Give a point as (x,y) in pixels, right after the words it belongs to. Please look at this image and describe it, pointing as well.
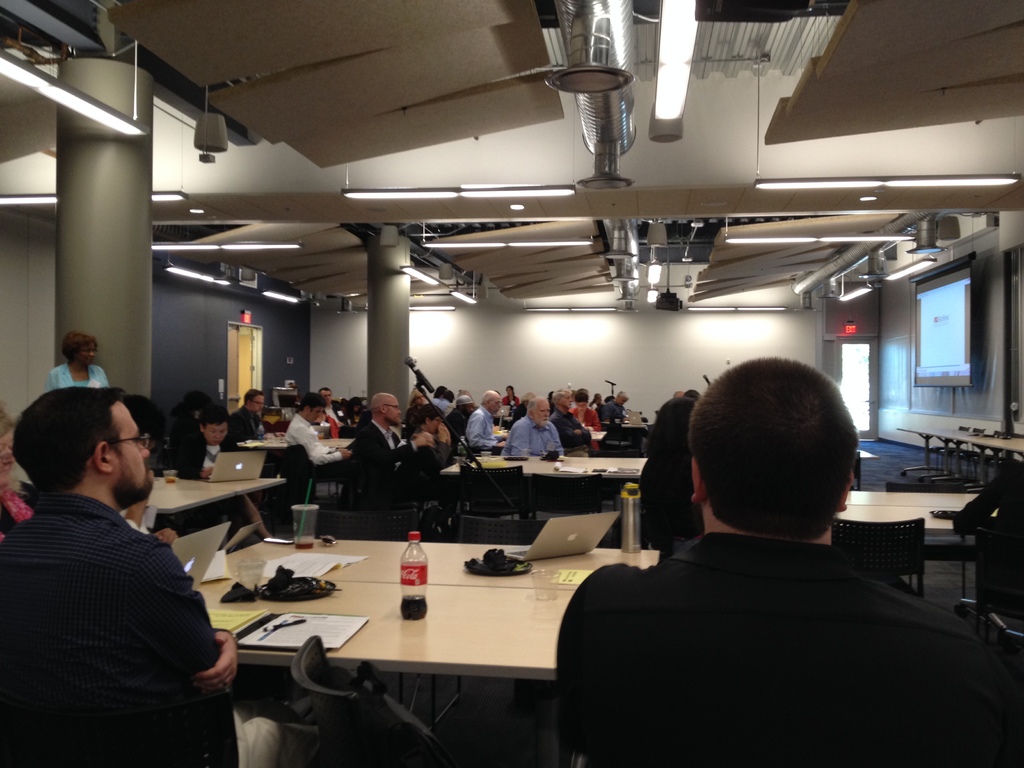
At the top (345,27) we can see ceiling (717,195) and lights (680,105). This is a door (234,385). This is a wall (911,345). Here we can see a screen (944,349). All the persons (188,604) are sitting on chairs (463,534) in front of a table (382,613) and on the table (393,607) we can see preservative drinking bottle (416,599), paper (338,632), pen (297,622), glass (550,597), a glass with a straw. A woman (82,337) is standing near to the pillar (136,358).
